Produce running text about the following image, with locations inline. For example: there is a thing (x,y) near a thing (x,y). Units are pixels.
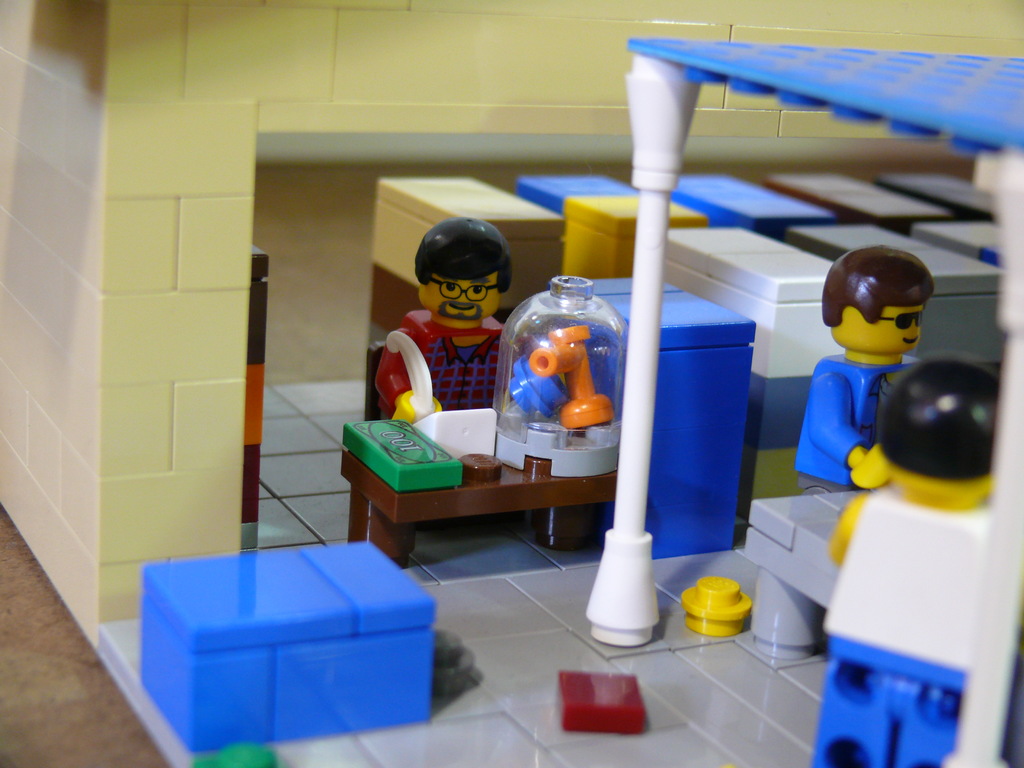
This picture is miniature art. In the center of the image (456,363) there is a man (443,355) sitting on chair (373,360) holding phone (399,345) in his hand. In front of him there is a table (494,493) and on it there is a telephone (454,430), a box (415,456) and jar (534,372). There other two people (827,425) standing to the right corner of the image (864,473). Behind them there are many boxes (817,210). In the background (402,79) there is wall (246,149).
